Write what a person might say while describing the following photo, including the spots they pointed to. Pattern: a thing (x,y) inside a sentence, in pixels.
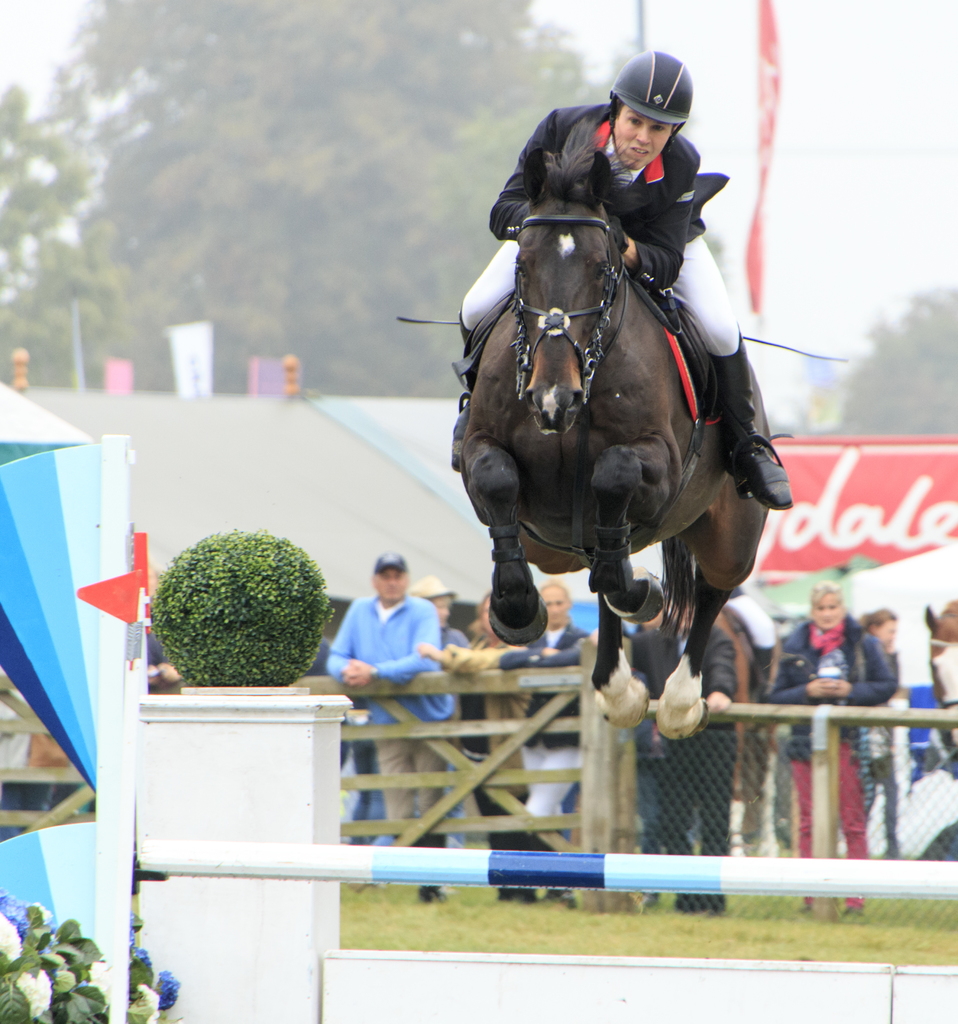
In this picture we can see person (622,131) wore helmet (675,100) sitting on horse (630,364) where it is crossing the pole (250,846) and in background (438,612) we can see some persons (884,694) standing at fence (420,688) and looking at this horse (492,480), wall (316,494), banner (914,492), tree (528,84), sky (844,24), plant (297,608) on pillar (214,760).
